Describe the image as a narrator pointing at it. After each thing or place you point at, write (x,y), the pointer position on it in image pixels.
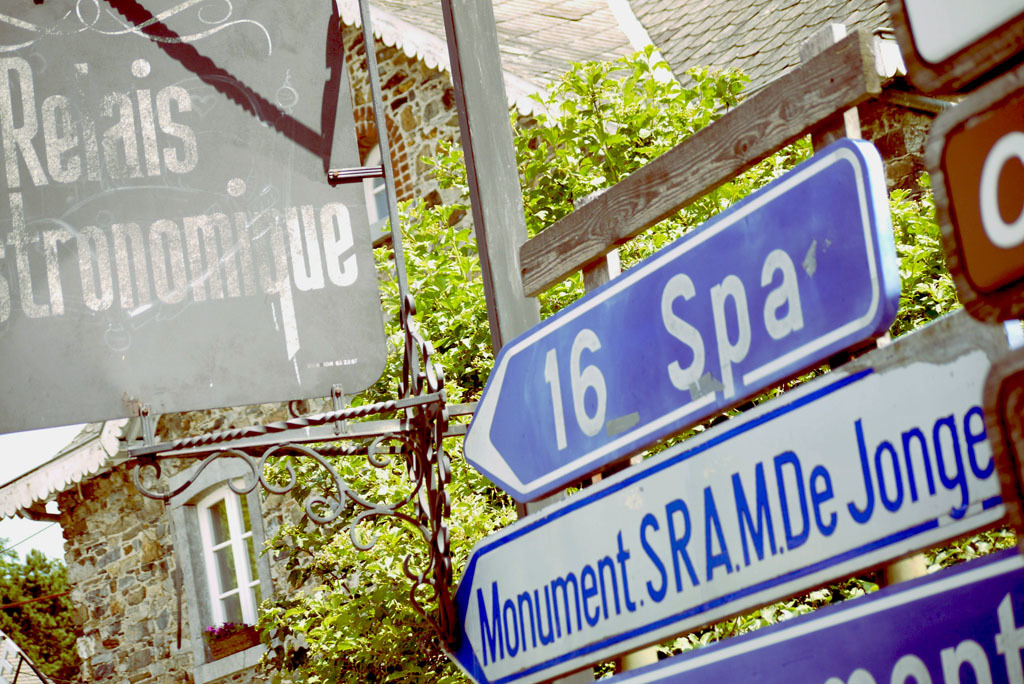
In this image, there are a few boards (678,446) with text (525,650). We can also see a pole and a metallic object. There are a few trees (429,658). We can see a house (206,500) with windows (210,545). We can also see a wire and the sky (22,529). We can see some objects (952,214) on the right (952,214). We can also see an object (3,674) on the bottom left corner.
